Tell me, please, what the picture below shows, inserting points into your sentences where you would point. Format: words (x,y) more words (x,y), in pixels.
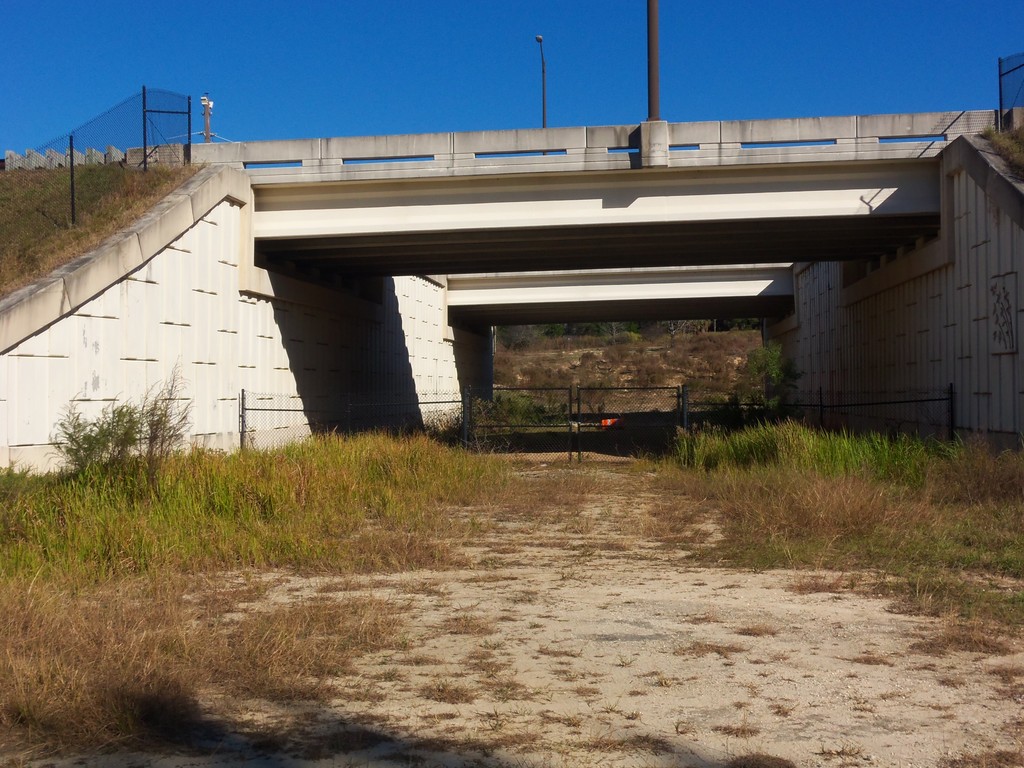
At the bottom of the image (66,673) there is grass (1020,598). In the middle of the image (498,299) there is bridge (982,299), on the bridge (981,165) there are some poles (653,28). Behind the bridge (928,165) there is sky (347,16).
